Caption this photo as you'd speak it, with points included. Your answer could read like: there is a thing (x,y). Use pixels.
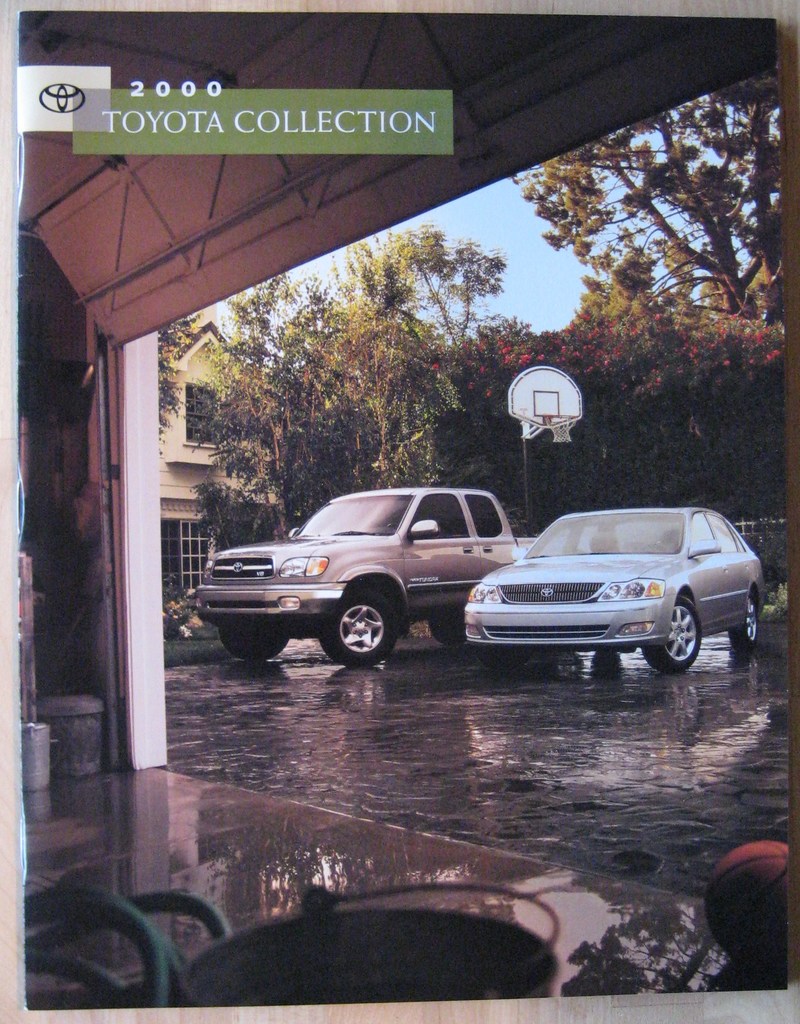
In the picture we can see outside the shed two cars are parked on the path (687,823) and beside the cars (673,596) we can see house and beside the house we can see trees (571,476) and basket ball court (581,392) and behind the trees (601,264) we can see the part of the sky (545,319).
